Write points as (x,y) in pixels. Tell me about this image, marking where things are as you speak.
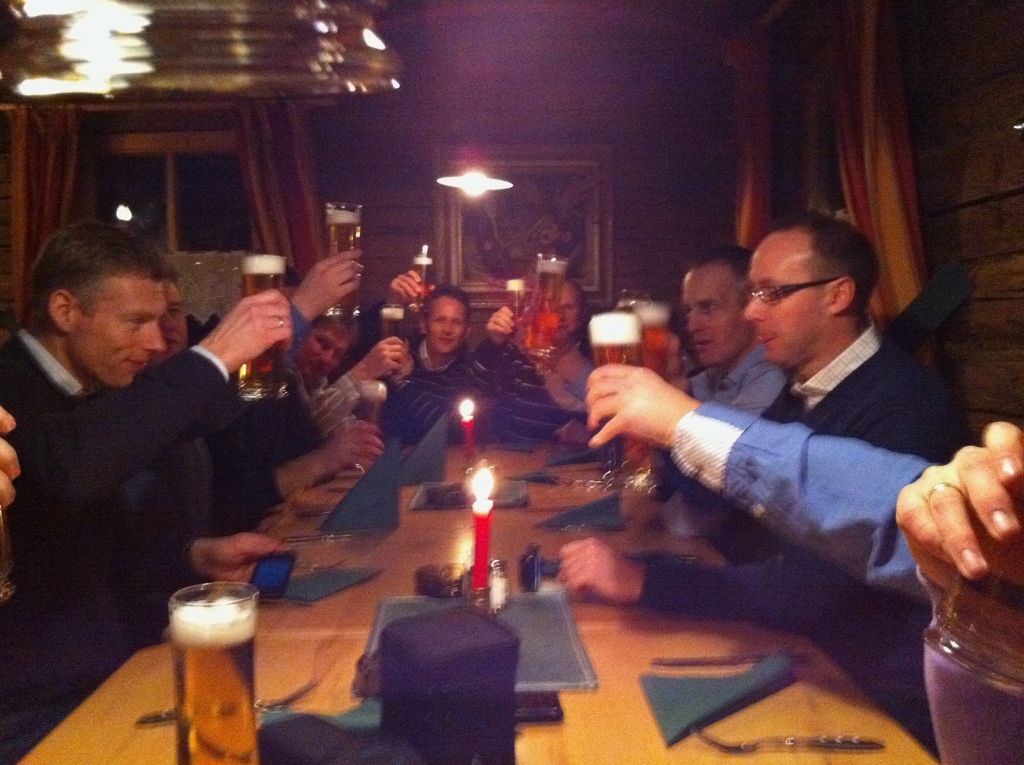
In this image there are group of people (338,350) sitting on the chair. On the table (468,537) there is a glass (217,620), candle (477,528), cloth (675,707) and a spoon (723,747). At the background (607,256) we can see a curtain (284,199) and frame (482,204) attached to the wall (462,146). The person (74,372) is holding a glass (254,258).
